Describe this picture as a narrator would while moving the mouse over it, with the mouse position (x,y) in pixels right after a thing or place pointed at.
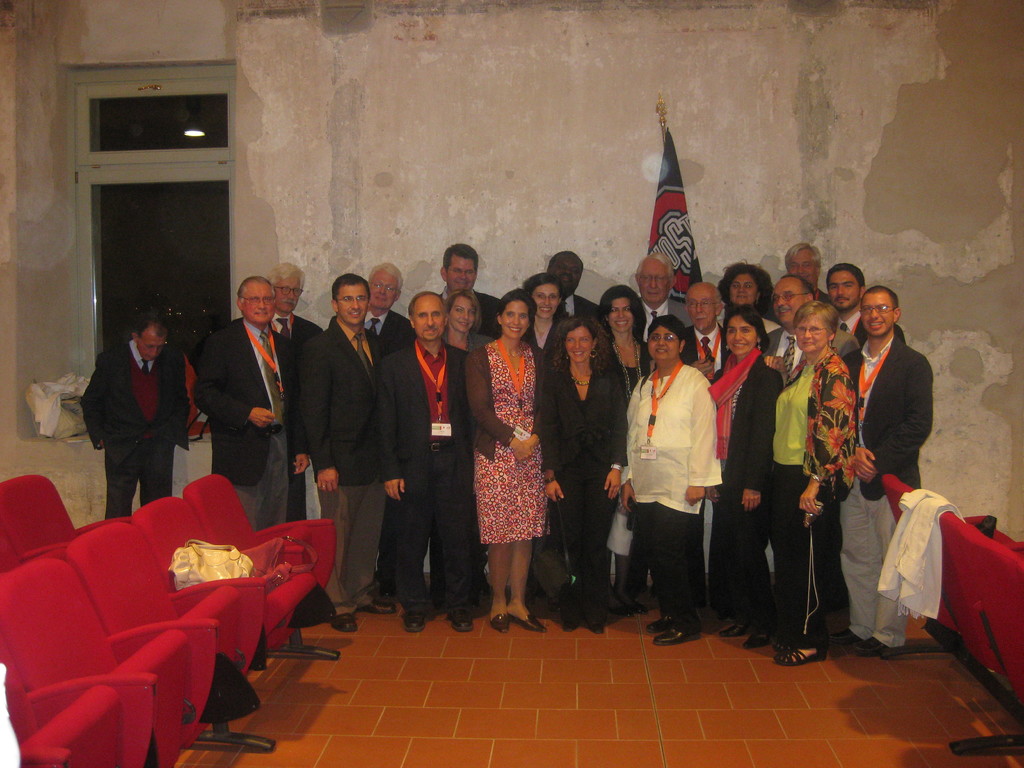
This picture seems to be clicked inside the hall (209,602). In the foreground (87,654) we can see the red color chairs (191,641) and sling bags (270,574). In the center (633,420) we can see the group of persons (637,411) smiling and standing on the pavement (710,671). In the background (426,171) we can see the wall (270,242), window (161,192), flag (666,145) and some other objects (197,424).
